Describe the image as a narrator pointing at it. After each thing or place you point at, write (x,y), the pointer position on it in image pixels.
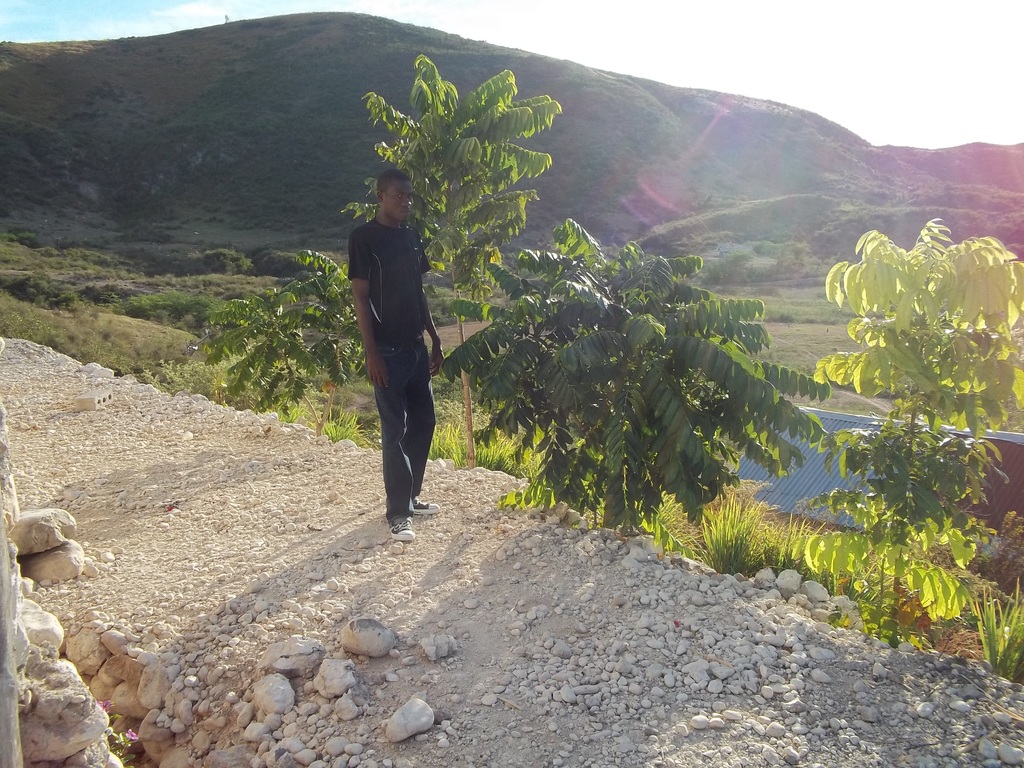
This picture is clicked outside. In the center (401,360) there is a person (400,279) wearing black color t-shirt (400,307) and standing on the ground (423,618). In the foreground (816,673) we can see the stones (315,643), trees (607,412), plants (207,311) and grass (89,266). In the background (412,15) we can see the sky (808,32) and the hills (537,181) and we can see some other objects (824,476).
